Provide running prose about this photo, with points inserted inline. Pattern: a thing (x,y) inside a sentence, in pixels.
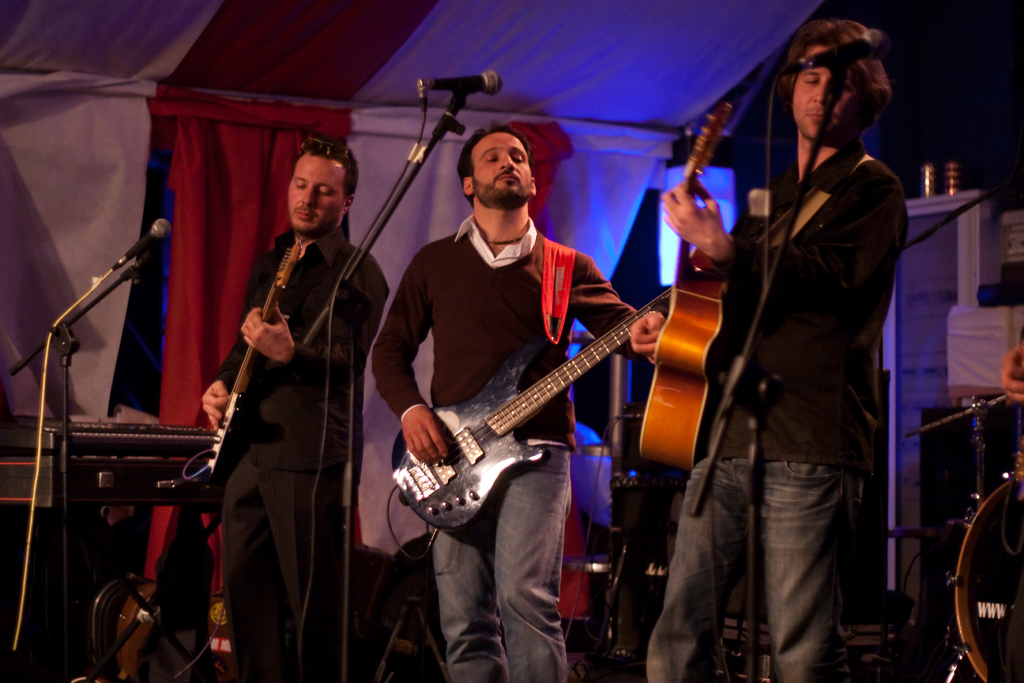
This image is clicked in a concert. There are three men (288,433) in this image. To the right (780,404), the man (787,402) is wearing black shirt (809,334) and playing the guitar (709,392). In the middle (418,321), the man (417,400) is wearing brown sweater (399,354) and playing the guitar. To the left (269,378), the man (257,443) is wearing black dress shirt (270,269) and playing the guitar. To the right (977,494), there is a drum kit (1002,574). In the background (307,65), there is a tent (378,45) with white cloth (631,71).
